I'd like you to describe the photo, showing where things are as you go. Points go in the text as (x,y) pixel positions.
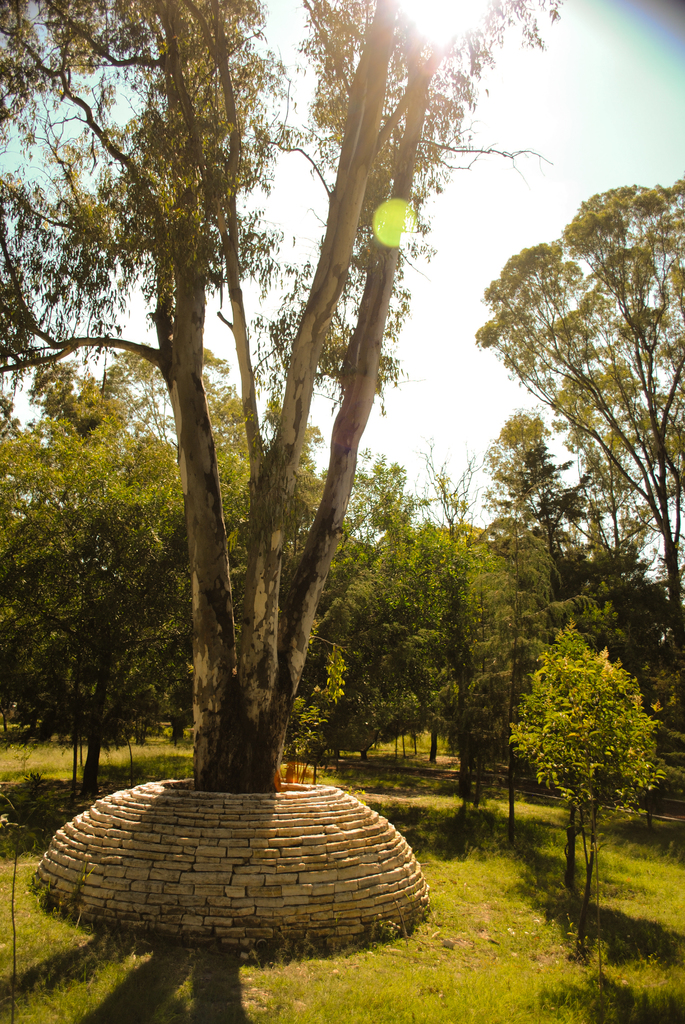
In this image I can see plants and trees (666,601) in green color. Background (532,101) the sky (451,261) is in white color.
